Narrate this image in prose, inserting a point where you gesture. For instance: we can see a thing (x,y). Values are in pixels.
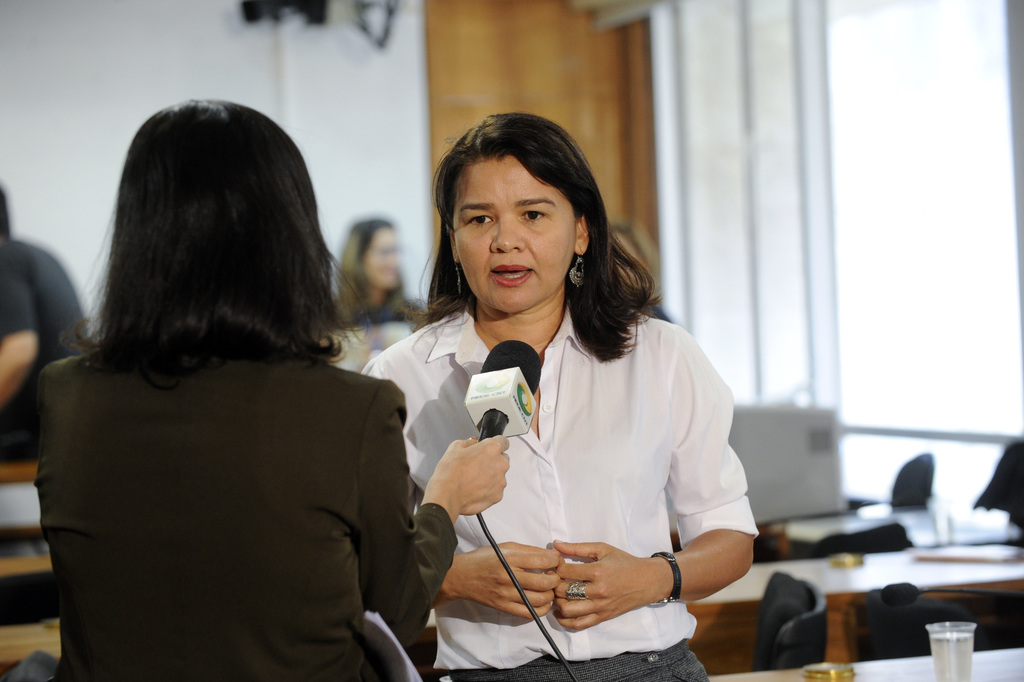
There are two women (338,474) standing. One woman (497,460) is holding the mike (520,344). At background (779,554) I can see tables (866,583) and chair (813,626).
